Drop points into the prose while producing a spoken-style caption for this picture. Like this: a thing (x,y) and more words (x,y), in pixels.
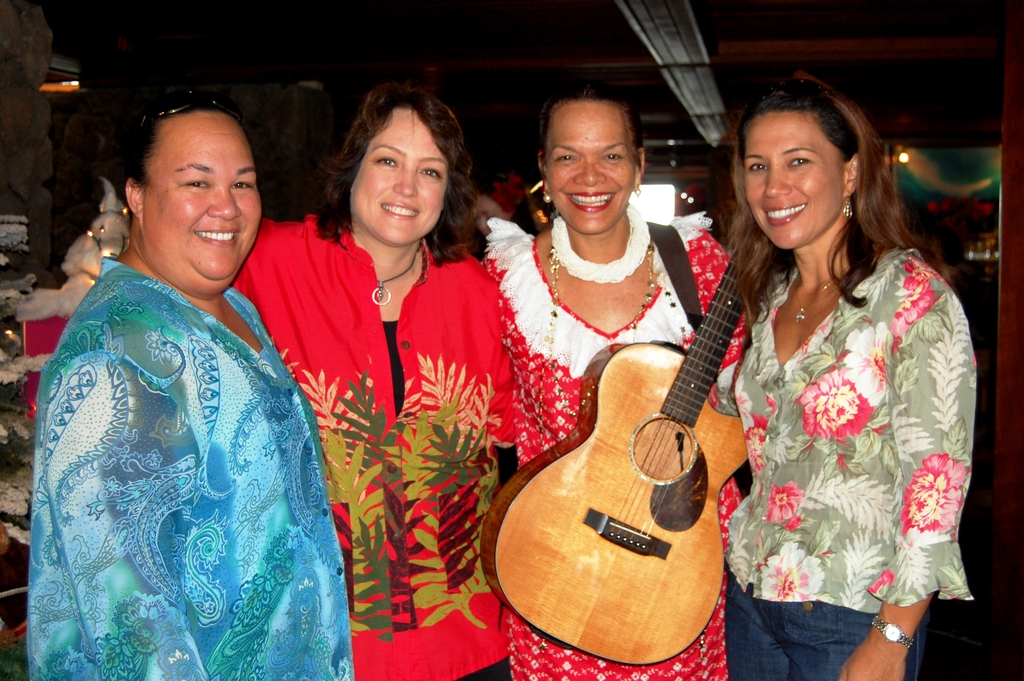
In this picture there are four ladies (423,363) standing and among them one lady (723,363) is holding the guitar (607,392).
